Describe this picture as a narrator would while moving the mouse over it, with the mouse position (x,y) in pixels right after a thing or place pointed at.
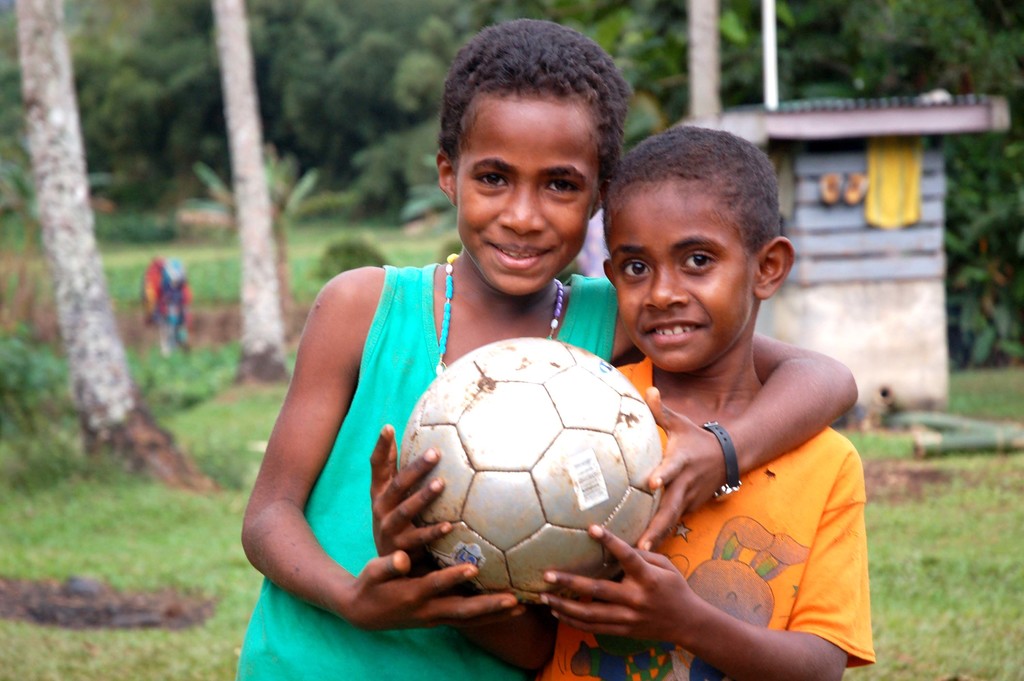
In this image there are two kids (692,391) who are holding a ball (548,521) in their hands (611,544) and at the background of the image (275,334) there are trees (272,347).
